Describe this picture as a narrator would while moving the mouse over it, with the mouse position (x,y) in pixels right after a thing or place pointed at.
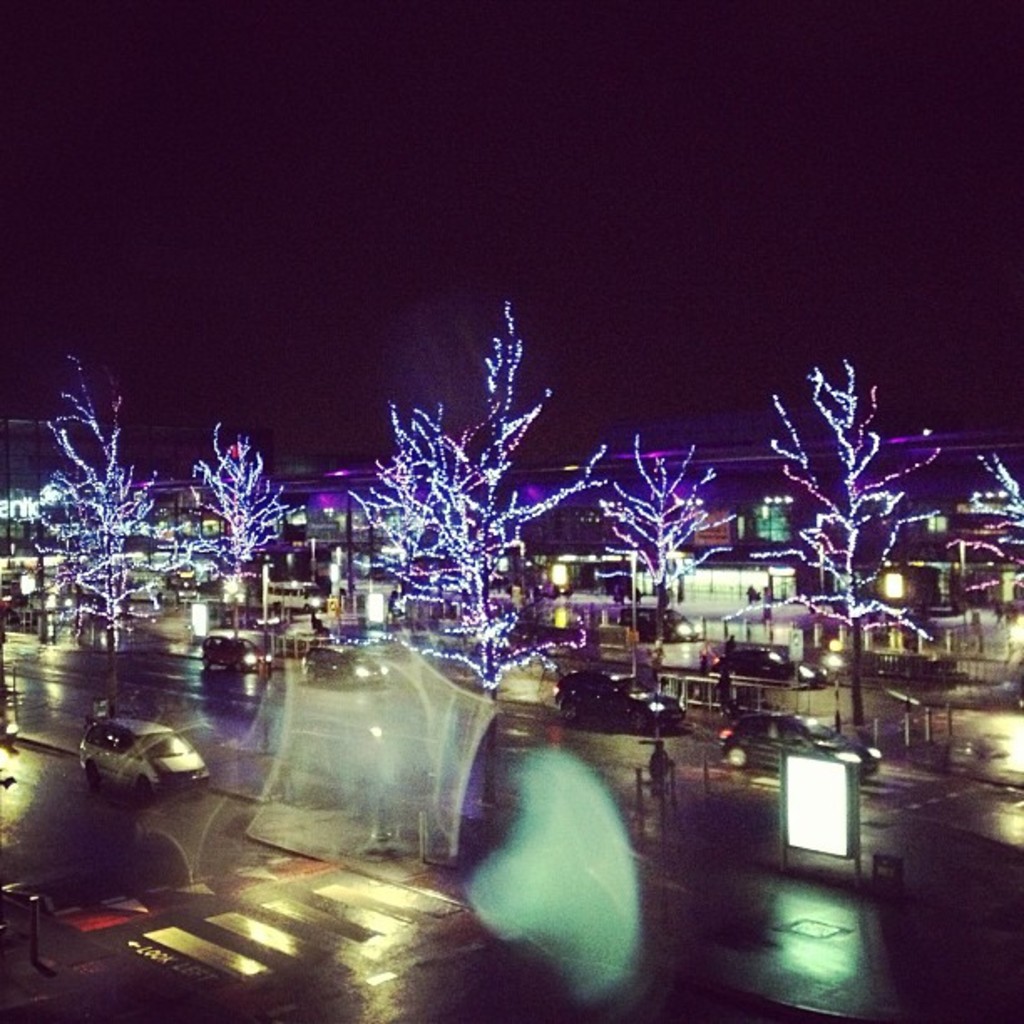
In this image we can see some vehicles (304,591) on the road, there are some people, trees (489,670), buildings (270,556), lights (494,685), poles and boards (204,617), also we can see the background (570,105) is dark.
